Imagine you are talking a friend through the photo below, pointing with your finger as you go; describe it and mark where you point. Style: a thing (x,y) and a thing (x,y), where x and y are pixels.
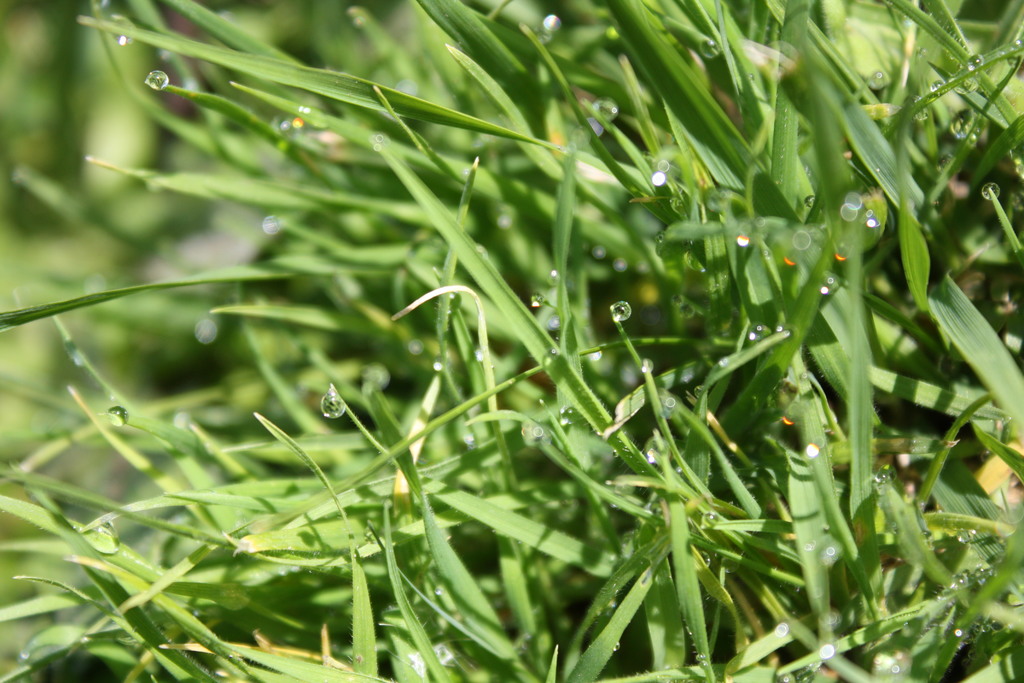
In this picture we can see water drops (167,74) on the grass (408,499) and behind the grass (672,257) there is a blurred background (23,398).
